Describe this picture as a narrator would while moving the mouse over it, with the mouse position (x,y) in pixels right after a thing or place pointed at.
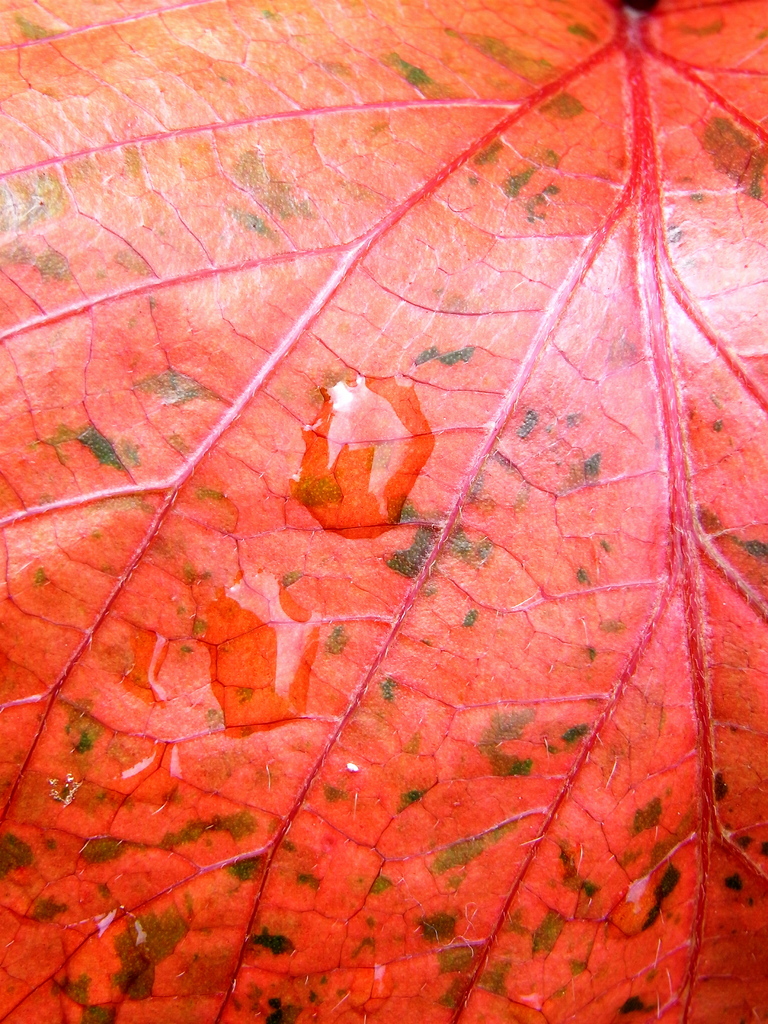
In this image, we can see the leaf (638,661), there are some water droplets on the leaf (374,699).
